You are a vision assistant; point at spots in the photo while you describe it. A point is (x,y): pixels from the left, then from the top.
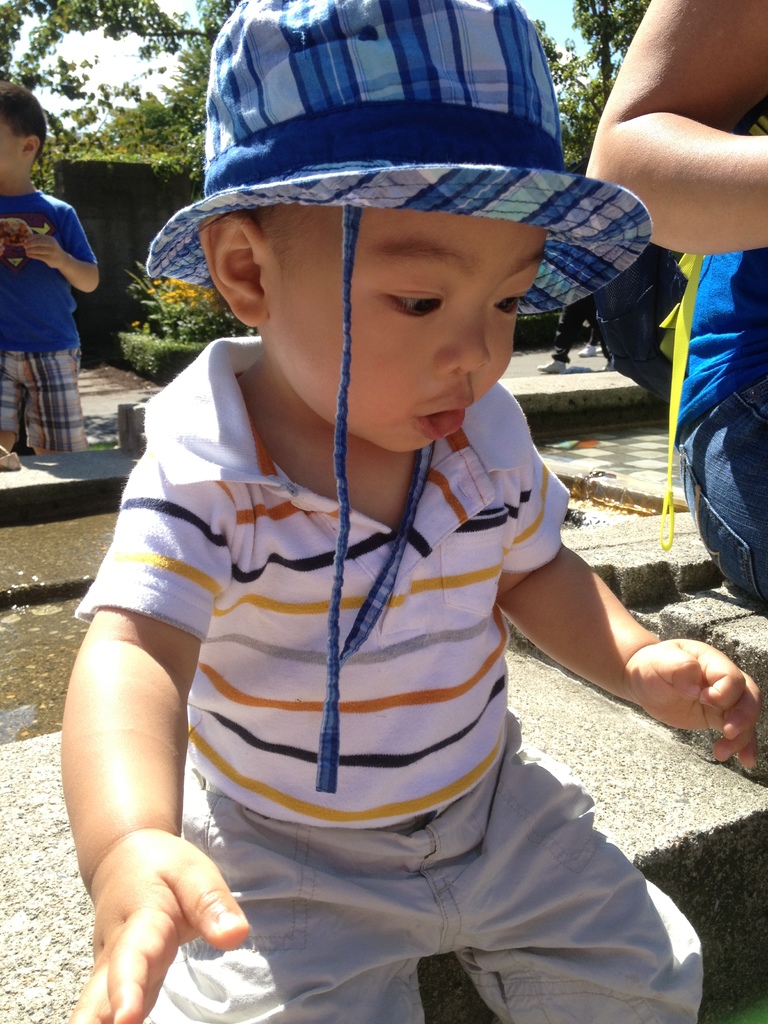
In front of the image there is a kid (298,508) sitting on a concrete platform (648,874), beside the kid (525,552) there is another person (693,362), behind the kid (429,283) there is a kid (2,248) and another person (573,315) and there are flowers (202,296) on plants (211,295), bushes (162,341), trees (195,89), behind the kid (66,744) there is water (17,630) flowing.
